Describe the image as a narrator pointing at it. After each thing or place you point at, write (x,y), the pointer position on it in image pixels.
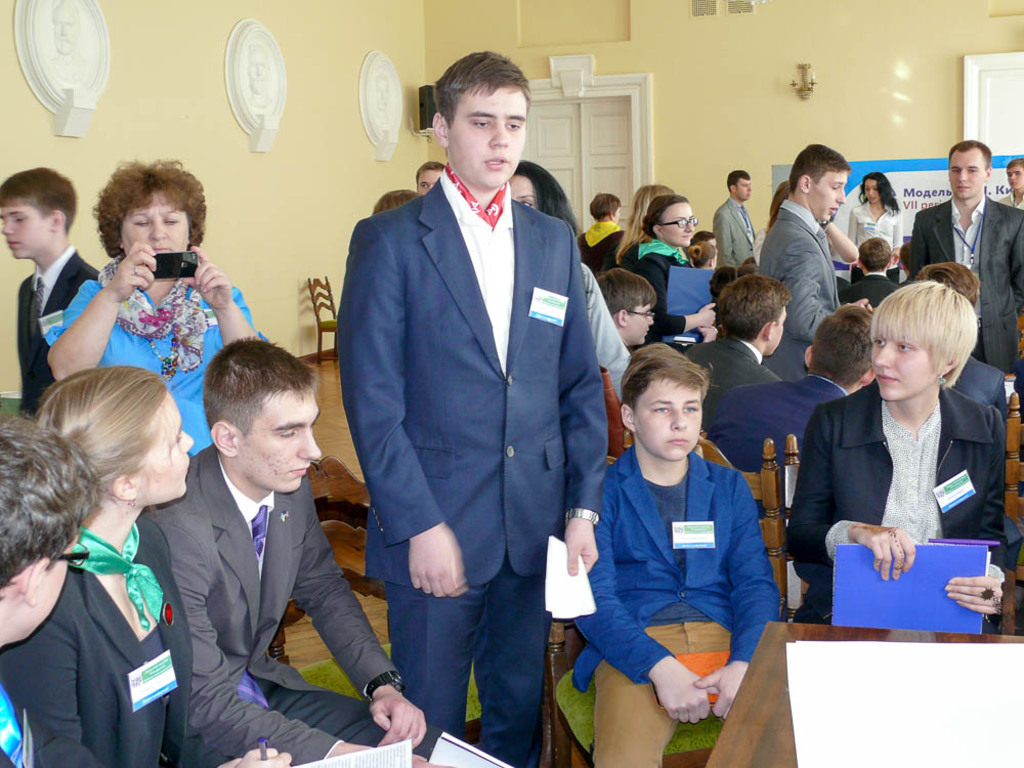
In this image we can see people (864,210). The lady (161,295) standing on the left (168,264) is holding a mobile (174,275). In the background (248,205) there is a wall (793,154) and a board (847,191). We can see a door (571,133). There are frames (91,110) placed on the wall (305,150). At the bottom (781,690) there is a table (777,736) and we can see papers (807,685) placed on the table (783,706).
